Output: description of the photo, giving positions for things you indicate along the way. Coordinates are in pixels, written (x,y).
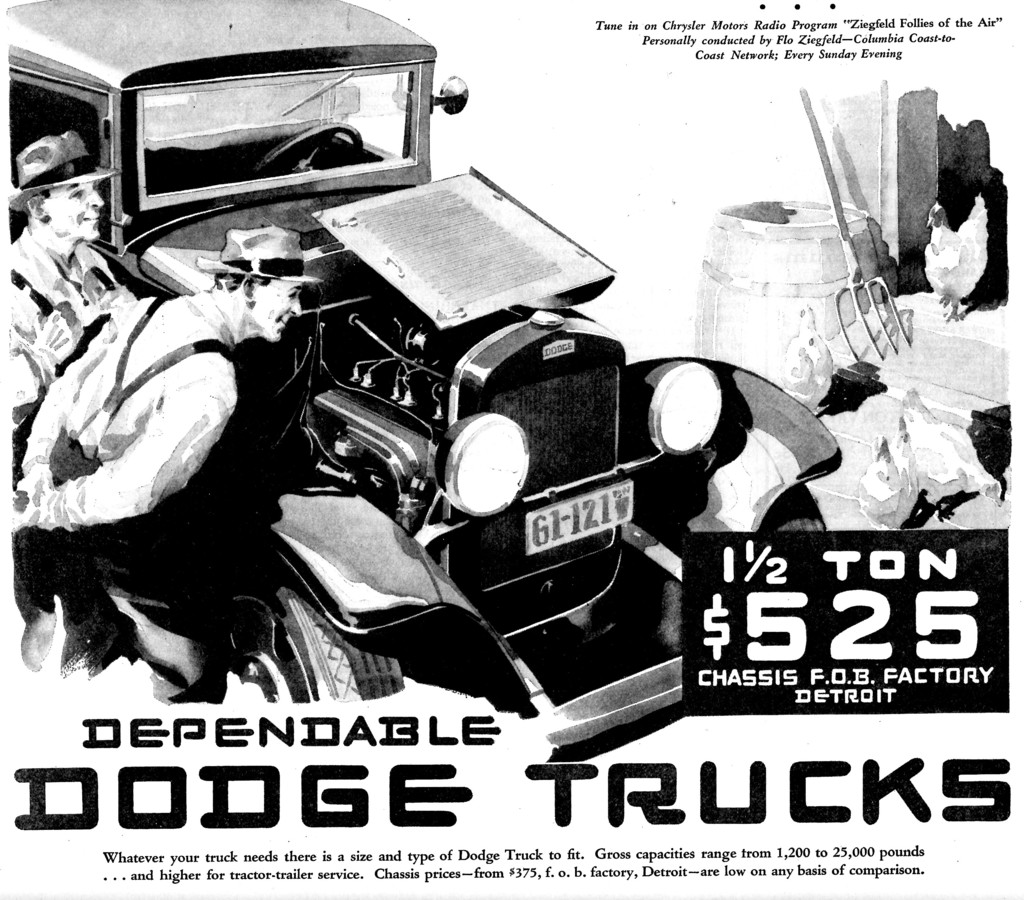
This is a poster. At the bottom (372,741) something is written. And there is a drawing of two persons (166,308) wearing hats (46,185). Also there is a truck (492,385). On the right side (804,365) there are steps (848,384), digging fork (854,261), barrel (807,279) and hens (912,447). In the right top corner (795,41) there is something written.
